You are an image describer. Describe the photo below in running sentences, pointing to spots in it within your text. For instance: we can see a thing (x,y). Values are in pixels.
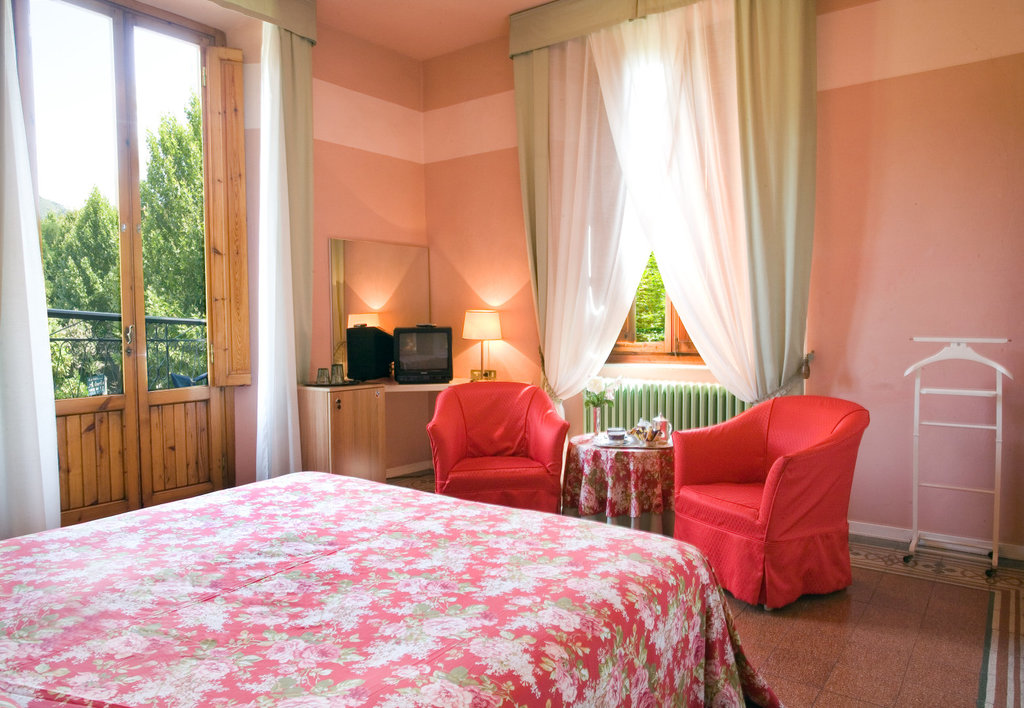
This image is taken indoors. In the background (898,249) there are two walls (821,184) with a window (646,305) and a door (137,348). There are a few curtains (576,232). Through the window (652,332) and a door (132,284), we can see there are a few trees (116,282). On the right side of the image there is a clothes stand (923,424) on the floor (869,623). In the middle of the image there is a bed (298,617) with a bed sheet (345,623) on it. There is a table (605,467) with a tablecloth (619,468) and a few things (622,441) on it. There are two sofas (544,448) and there is a table (376,401) with a lamp (481,327) and a few things (425,355) on it. At the top of the image (446,20) there is a ceiling (468,43).
